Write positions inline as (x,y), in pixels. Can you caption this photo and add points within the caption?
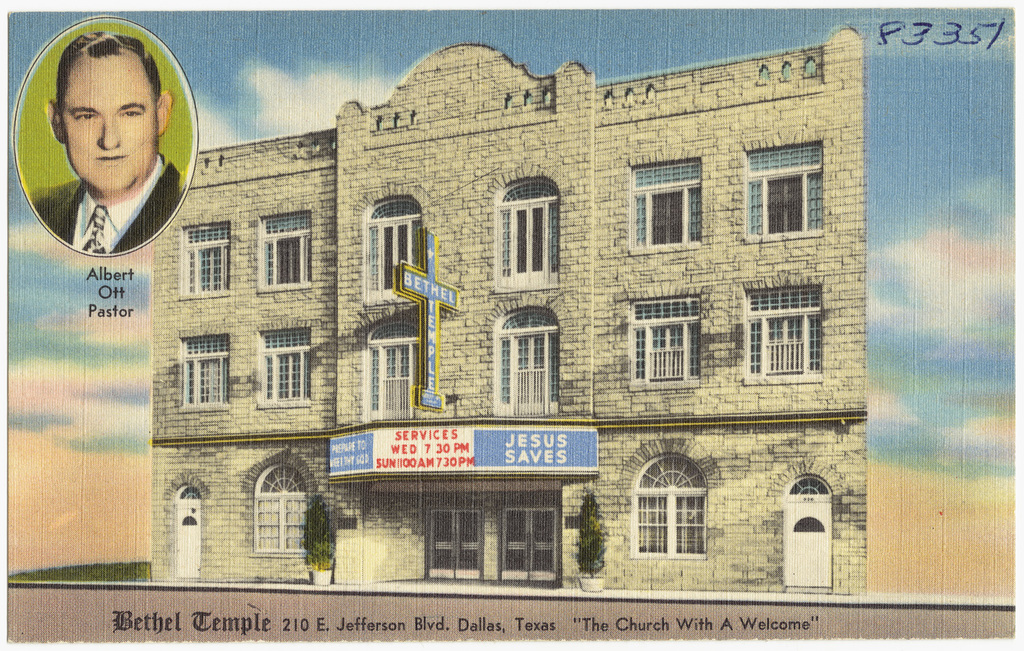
In this image we can see a poster (543,414). On the poster (504,367) there is a building (448,489) and an image (121,188) of a person (88,106) and some text (442,622).
